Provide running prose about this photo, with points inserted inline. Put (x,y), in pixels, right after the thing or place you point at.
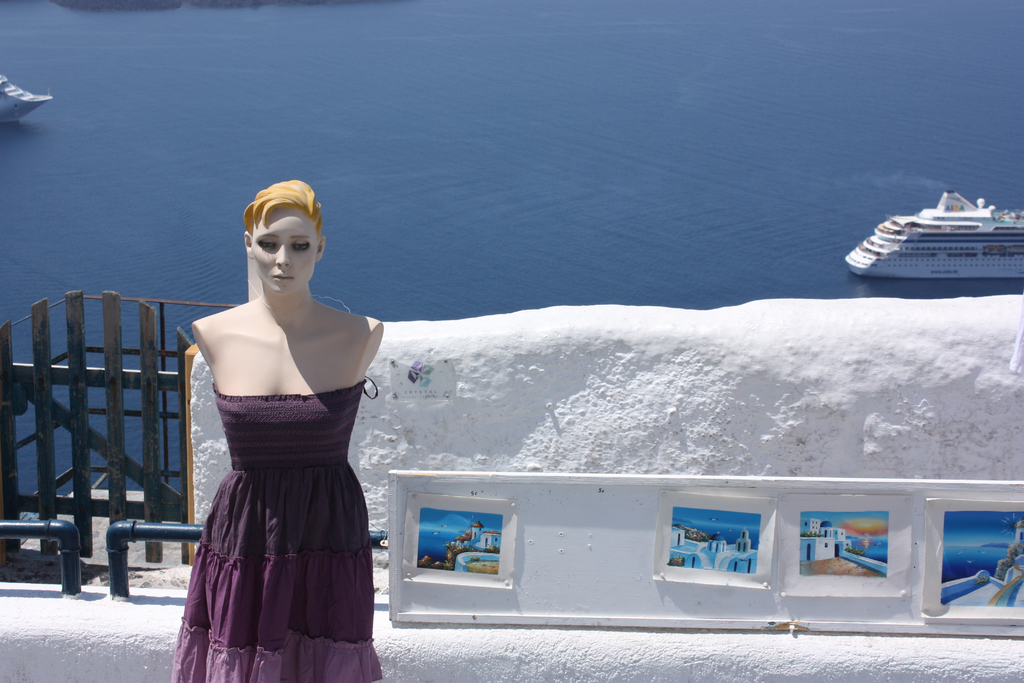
This is a mannequin (257,253) and there is a ship (960,250) on the water (622,260). Here we can see posts (488,510), fence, and a wall (534,416).
